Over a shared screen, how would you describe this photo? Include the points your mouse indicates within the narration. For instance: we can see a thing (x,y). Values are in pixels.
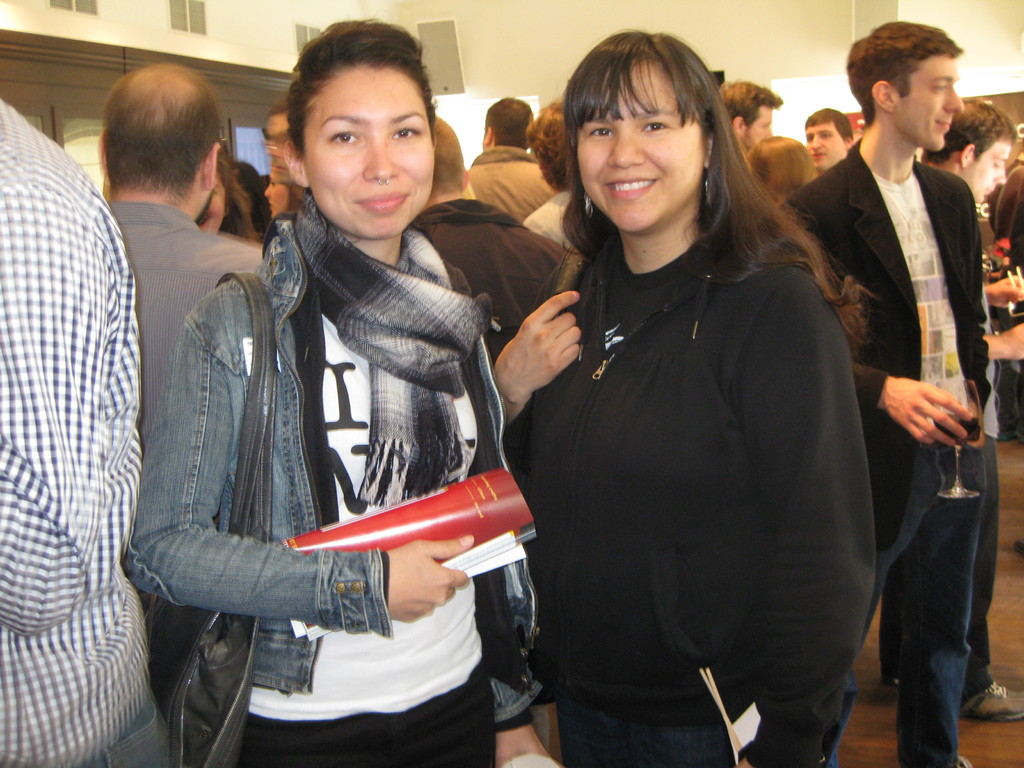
In front of the image on the left side (255,309) there is a lady (303,291) with stole (381,320) around her neck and she wore a bag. She is holding a book (400,505) in her hand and she is smiling. Beside her on the right (692,326) there is a lady (768,431) smiling. Behind them there are few people (251,223) standing. On the right corner of the image (957,383) there are few men (890,174) holding glasses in their hands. Behind them in the background (42,106) there is a wall (651,8) with windows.
